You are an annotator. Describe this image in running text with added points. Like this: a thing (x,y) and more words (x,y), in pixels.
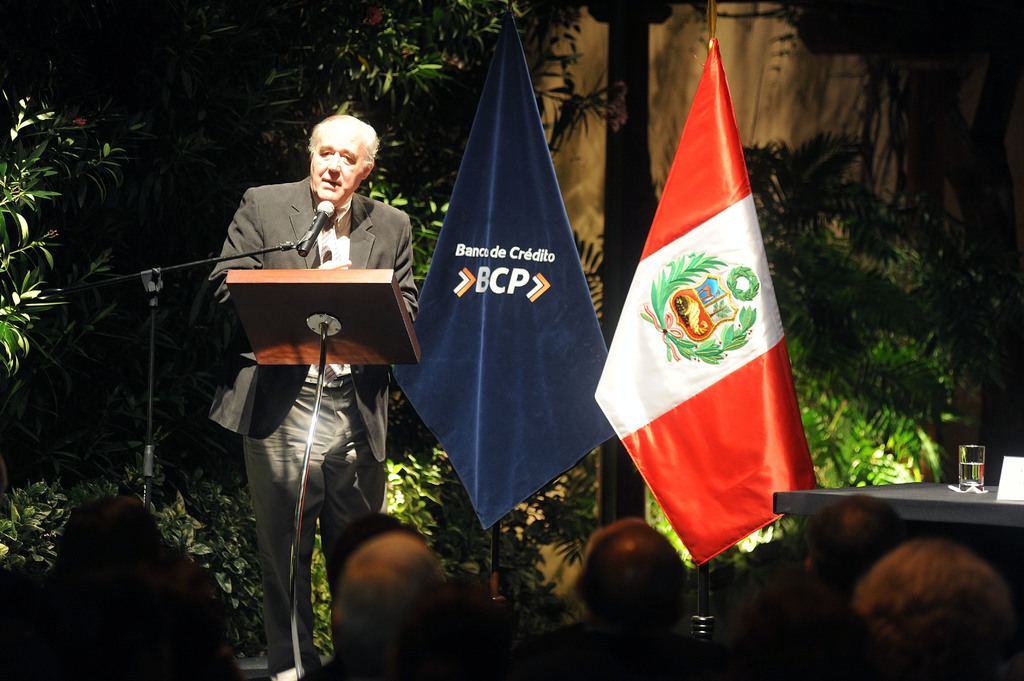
In this image, we can see a man (411,303) standing and he is speaking into a microphone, there are some people (586,586) sitting, we can see two flags (724,314) and in the background (186,118) we can see some plants (841,325) and trees (214,108).
